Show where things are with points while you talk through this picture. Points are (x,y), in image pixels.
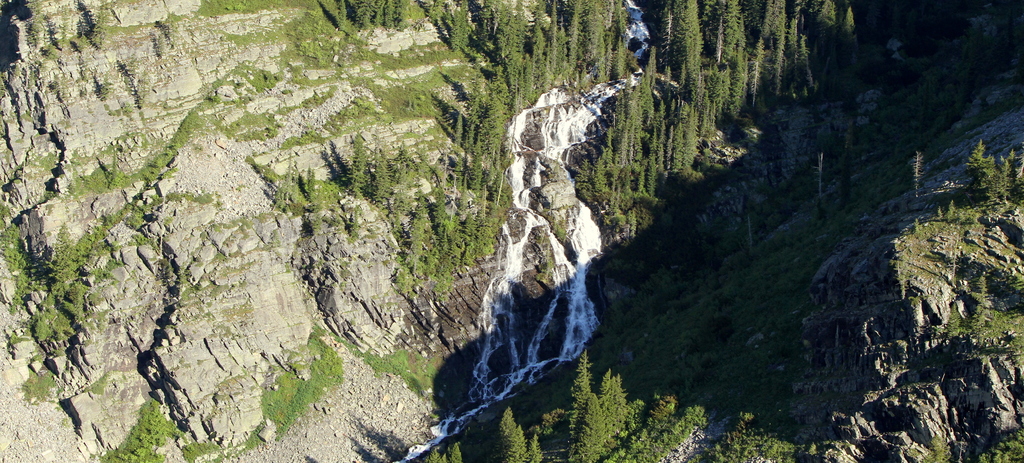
In the foreground of this image (539,207), there is a river (560,148) flowing down to which trees (455,114) and mountains (309,80) are placed on either side of the river (550,106).
